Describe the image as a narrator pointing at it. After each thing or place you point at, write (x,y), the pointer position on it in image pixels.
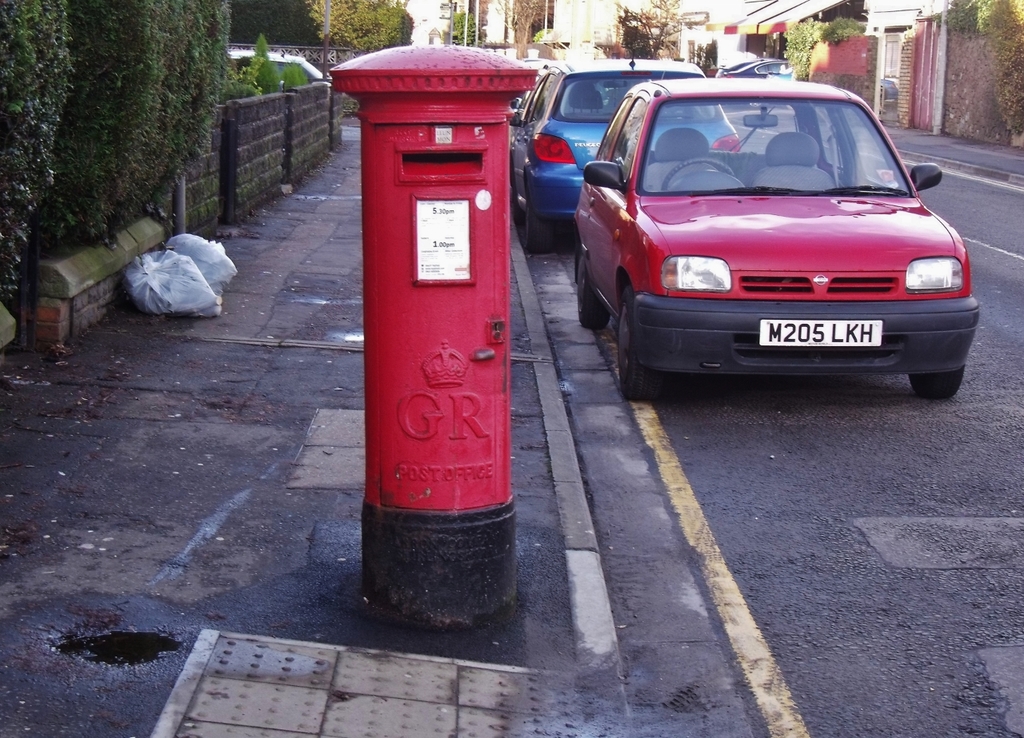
At the bottom of the image (366,631) on the left side (312,695) there is a footpath (366,631). On the footpath (288,686) there is a post box (423,410) and also there are covers (199,254). There is a fencing wall (255,142). Behind the fencing wall (255,142) there are trees (168,193). And on the right side of the image (700,133) on the road (941,493) there are vehicles (730,183). And in the background (811,59) there are trees (798,37) and walls (955,43).
